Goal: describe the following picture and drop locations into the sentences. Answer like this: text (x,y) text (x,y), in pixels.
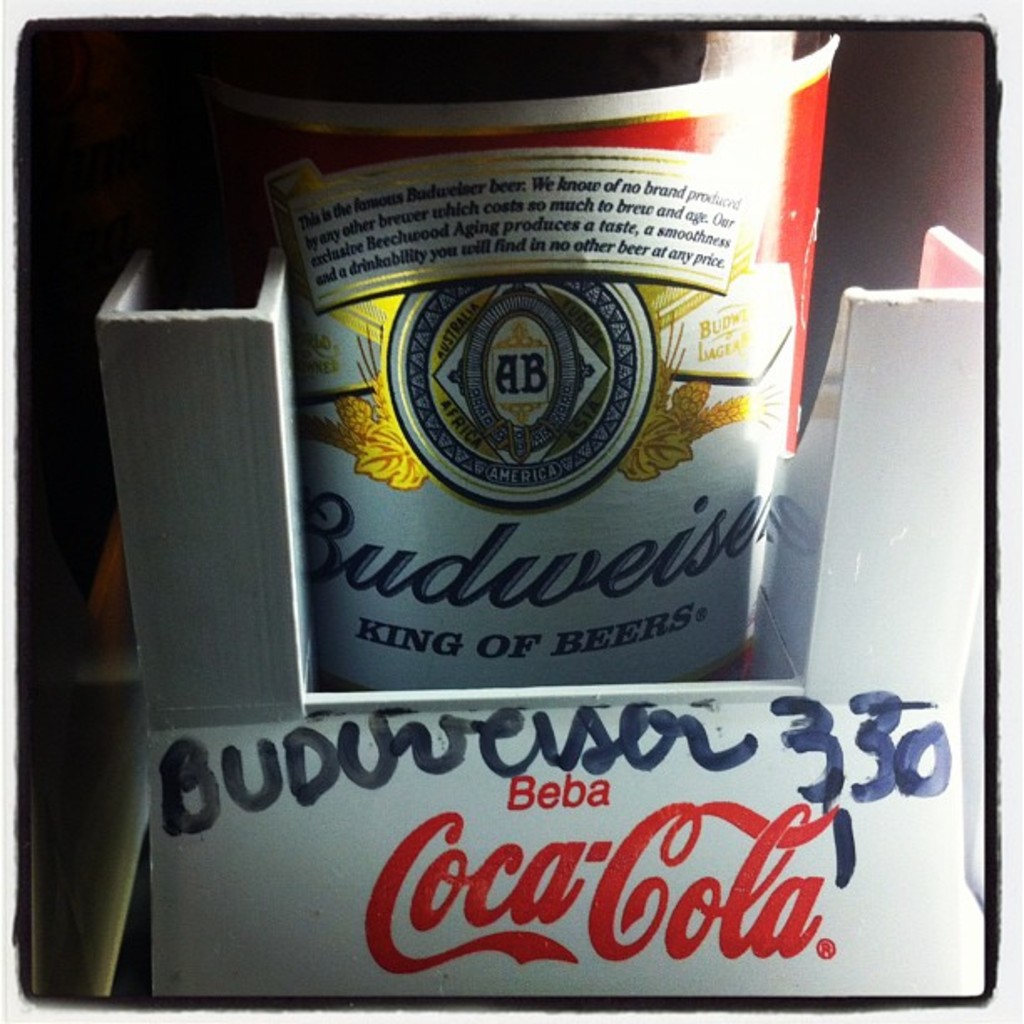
In this image I can see a bottle (402,319) and on it I can see a label (326,106). I can also see something is written on the label (608,385). In the front (318,990) I can see a white colour thing (791,736) and on it I can see something is written.
